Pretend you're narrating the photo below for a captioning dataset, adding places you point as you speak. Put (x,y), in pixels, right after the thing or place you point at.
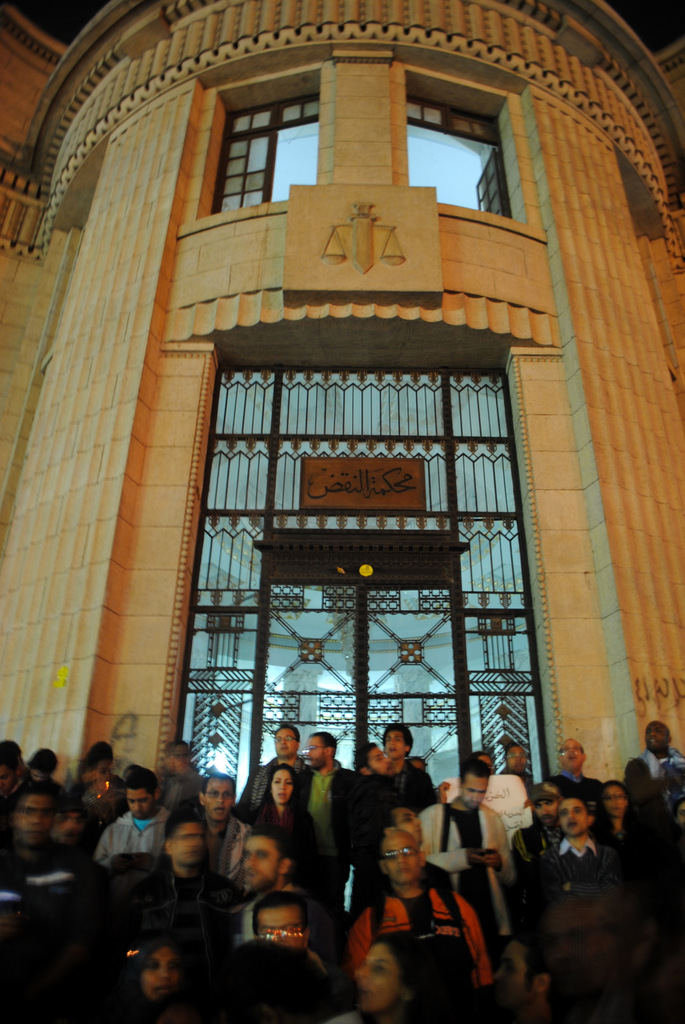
In this image there is a building (378,294) towards the top of the image (305,191), there are windows (484,153), there is a door (378,670), there is a board (316,486), there is text (368,483) on the board (359,492), there is a wall (352,325), there are a group of persons (416,882) towards the bottom of the image (372,865).
